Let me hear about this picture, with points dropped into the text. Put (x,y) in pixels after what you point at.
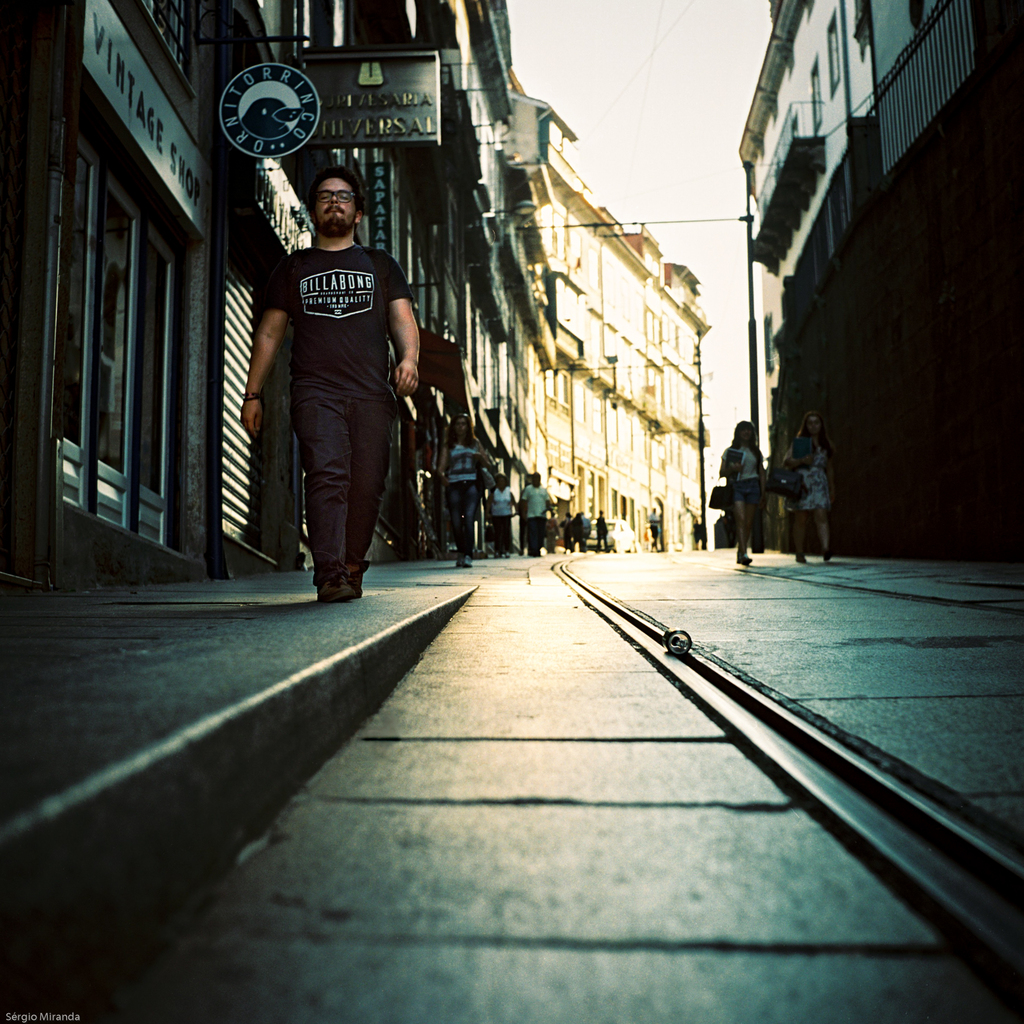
In this picture we can see people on the ground (453,718), here we can see buildings (867,14), some objects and we can see sky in the background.
